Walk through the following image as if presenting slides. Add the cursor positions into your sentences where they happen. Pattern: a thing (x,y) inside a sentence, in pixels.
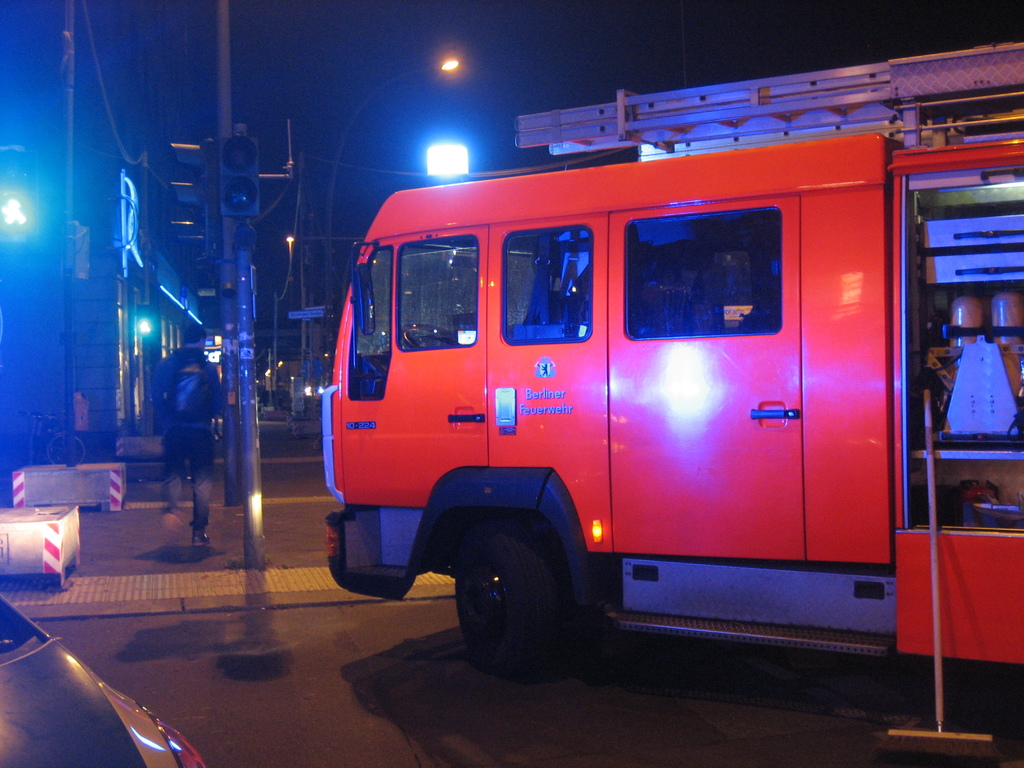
In this picture we can see few vehicles (466,599) on the road (327,649), in front of the truck (474,491) we can find a man (209,442) is walking, and also we can see metal rods (235,318) and lights (15,192).
